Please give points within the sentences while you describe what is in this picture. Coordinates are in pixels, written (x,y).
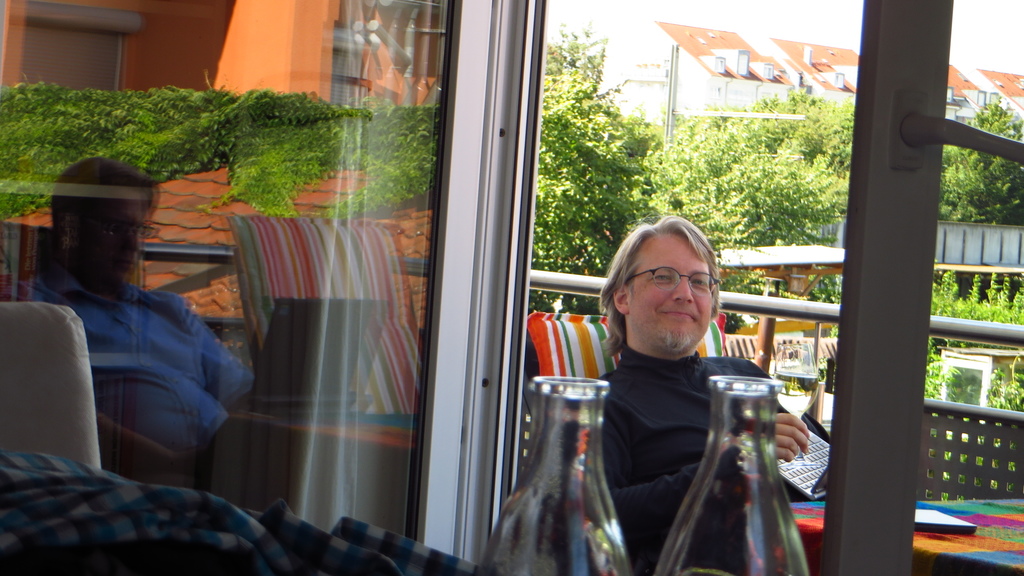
In this image in the front (142,542) there are bottles (735,488) and there is a cloth (108,542). In the center (354,248) there is a glass (406,299) and on the glass (404,309) there is a reflection (106,300) of the person (117,336) and there is a chair (390,323). In the background (650,278) there is a man (643,361) sitting on the chair (590,358) and smiling and there is a table (966,554) in front of the man (628,370), on the table (947,533) there is an object (938,515) which is black and white in colour and there are trees (692,129) and houses (779,82) in the background (852,90). On the left side (39,404) there is an object (43,395) which is white in colour.
